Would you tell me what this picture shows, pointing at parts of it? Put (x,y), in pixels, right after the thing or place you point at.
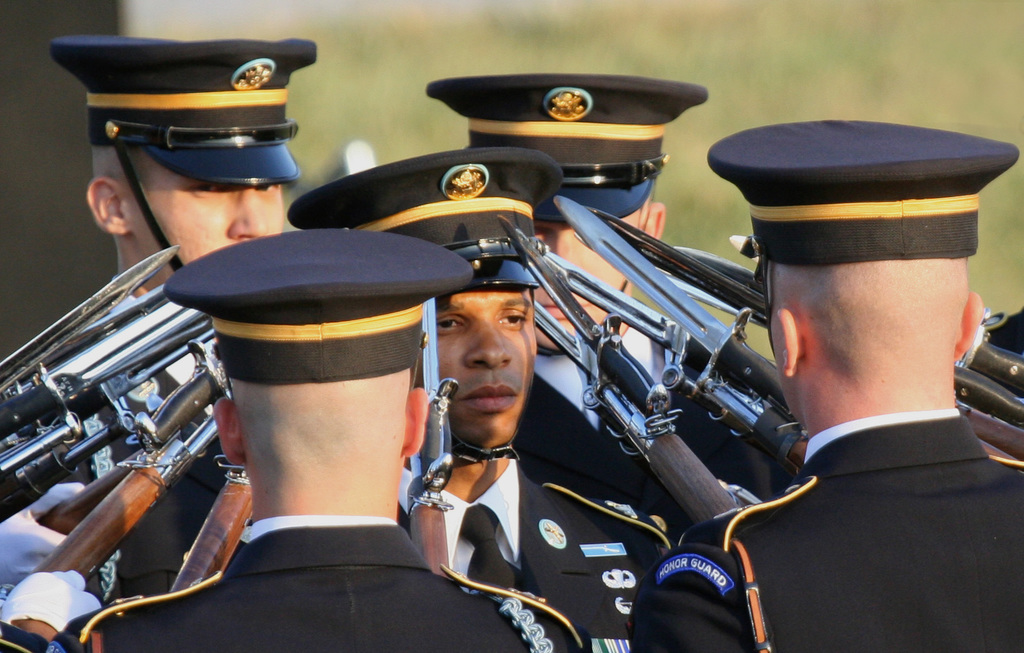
In this image, we can see a group of people (508,151) are wearing uniforms (991,598) and caps (145,94). Here we can see few weapons (984,409). Background (24,198) we can see the blur view.
